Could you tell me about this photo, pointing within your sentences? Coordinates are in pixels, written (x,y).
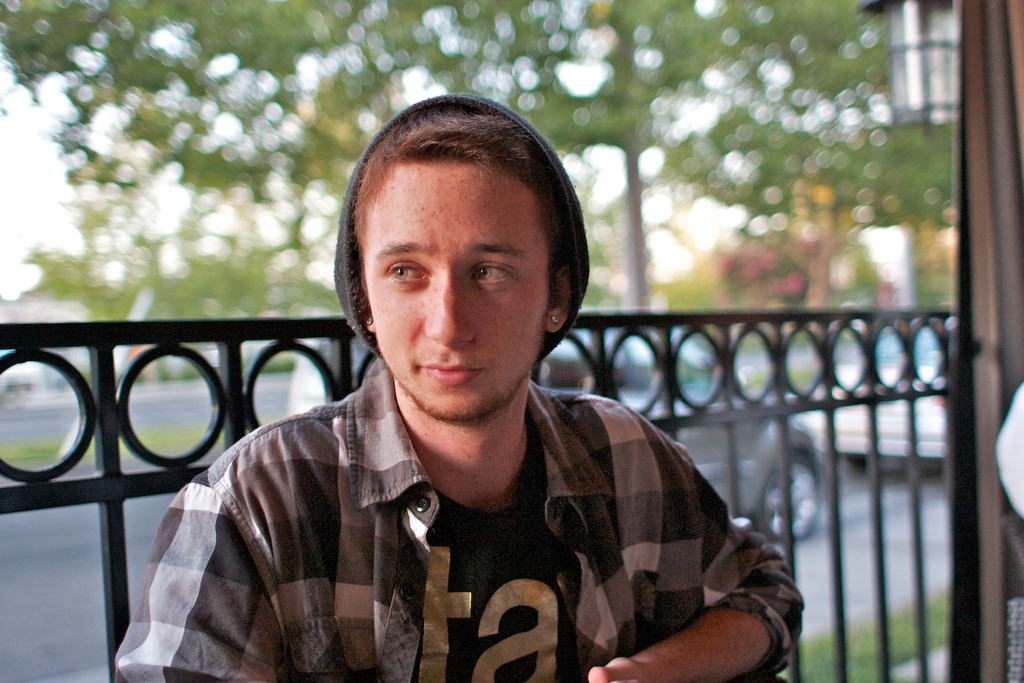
In this image I can see a person (370,387) wearing black and white shirt (310,509), and black cap (339,285). At the back (303,349) I can see railing (189,328), few vehicles (710,359) on the road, trees (661,134) in green color, sky (18,195) in white color.
